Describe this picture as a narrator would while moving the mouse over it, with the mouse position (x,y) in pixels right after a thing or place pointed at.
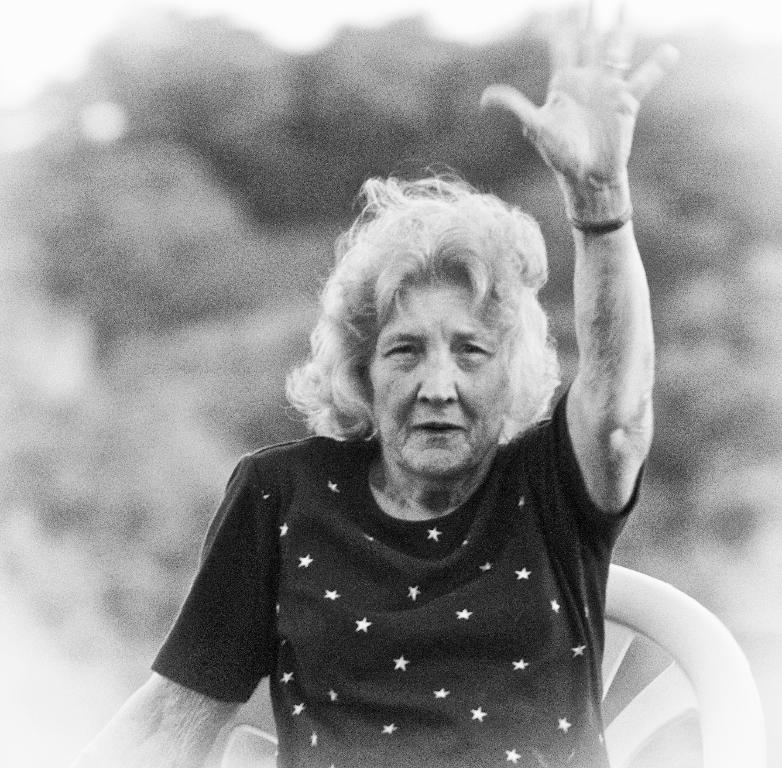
This is a black and white picture. Here we can see a woman (510,611) sitting on the chair (639,604) and there is a blur background (732,349).
